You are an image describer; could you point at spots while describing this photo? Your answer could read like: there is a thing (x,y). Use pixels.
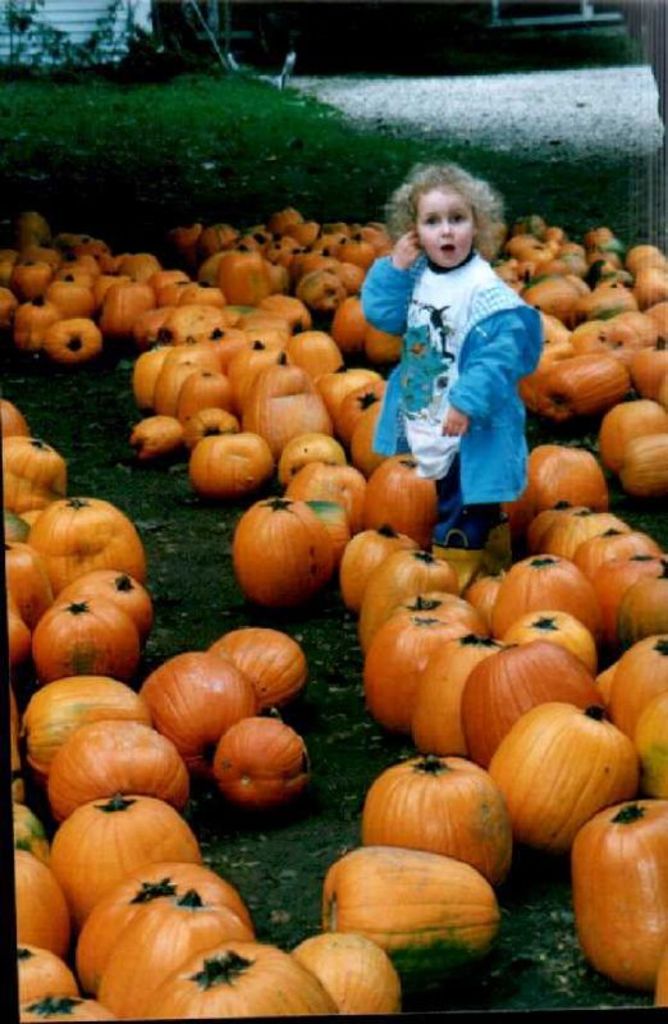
In the picture there is a girl (428,296) standing in between the pumpkins (278,592) and the pumpkins (291,224) were kept on the grass (179,142).
